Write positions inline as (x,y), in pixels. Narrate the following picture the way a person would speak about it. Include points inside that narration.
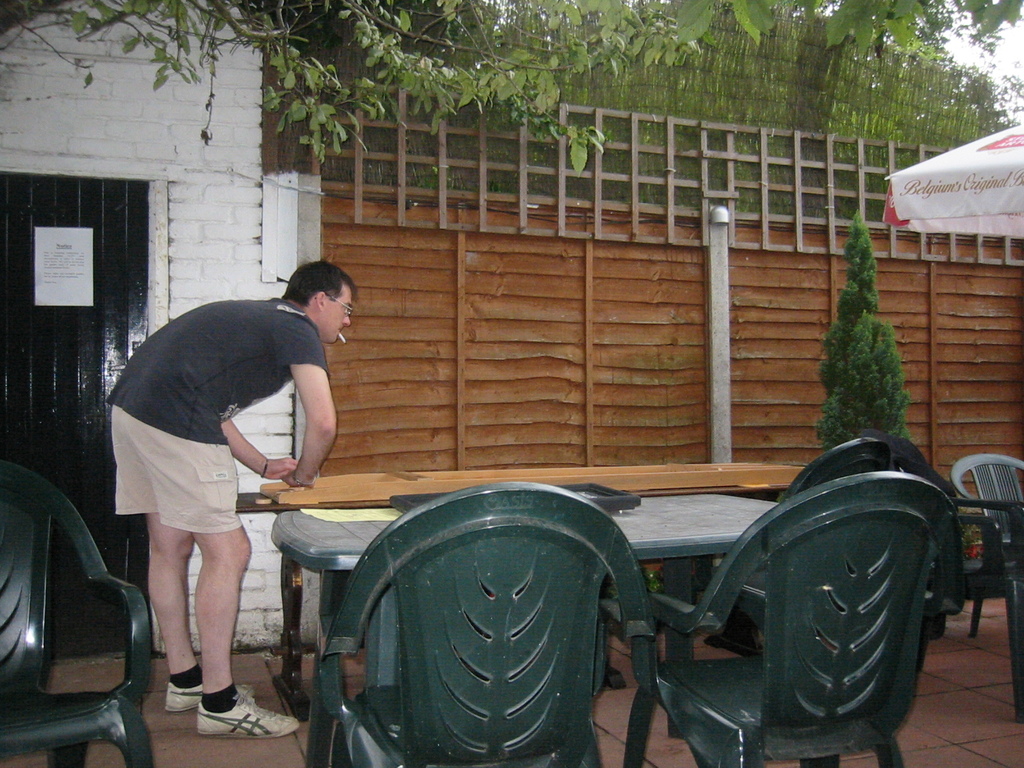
We can see chairs (393,528) and tables (245,502), there is a person (199,489) standing and smoking. We can see tent (929,180). In the background (556,208) we can see wall (12,67), tree (318,95) and wooden fence (636,282).
